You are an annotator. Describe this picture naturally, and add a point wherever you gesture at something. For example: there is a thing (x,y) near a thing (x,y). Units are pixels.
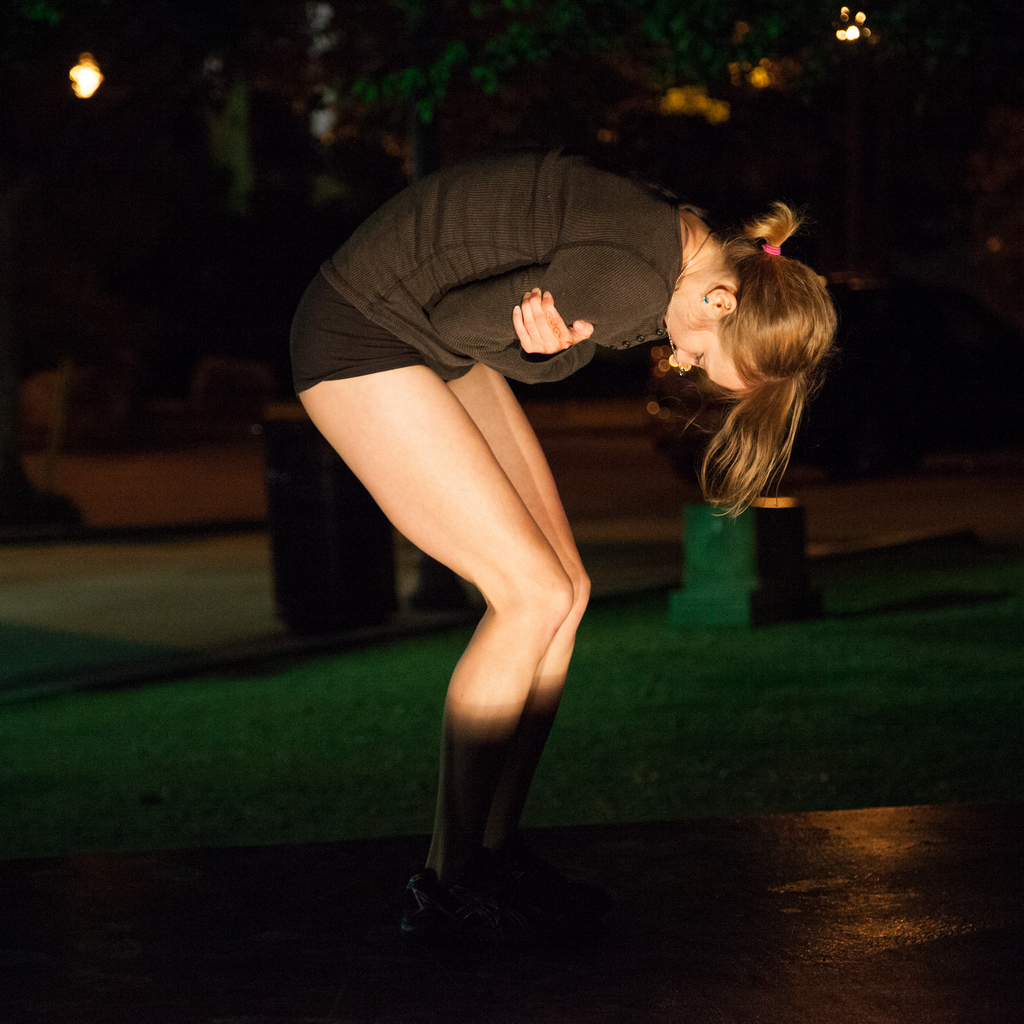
In this picture I can observe a woman (478,570) standing on the land (396,895). She is wearing brown color dress (491,330). In the background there are trees (195,129).
